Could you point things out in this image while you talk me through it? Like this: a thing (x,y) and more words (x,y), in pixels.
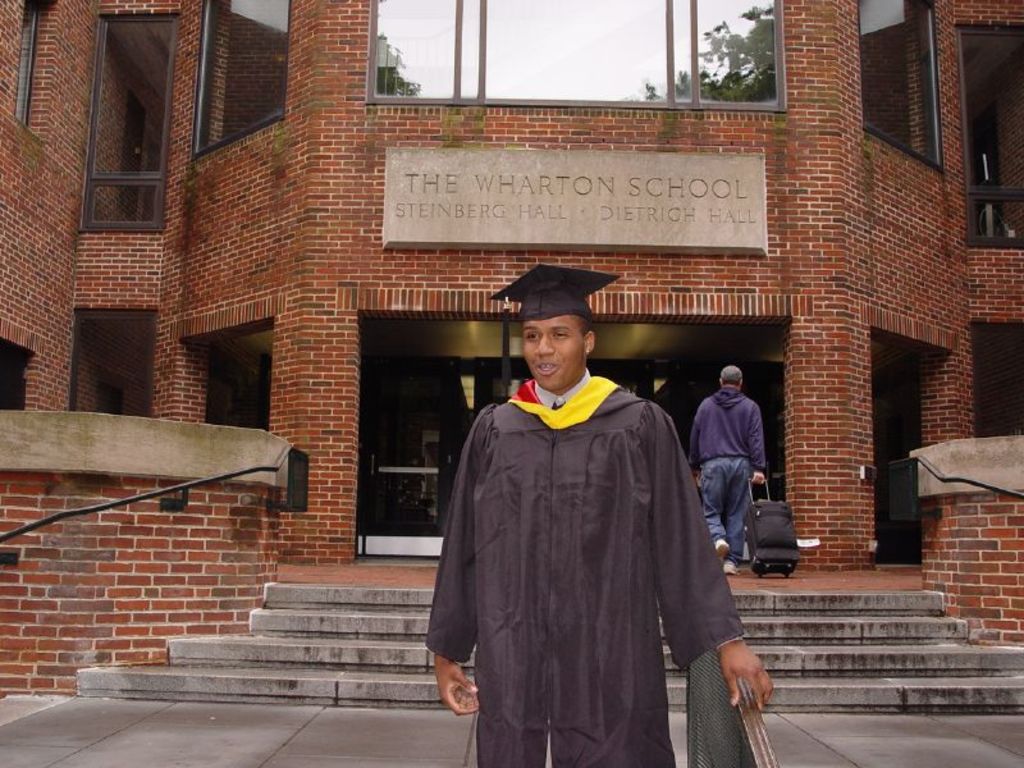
In this image we can see a building (701,314), on the building (257,255), we can see the text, there are two persons (528,596), among them, one person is carrying a trolley bag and also we can see the windows (758,47) and a staircase (398,633).
